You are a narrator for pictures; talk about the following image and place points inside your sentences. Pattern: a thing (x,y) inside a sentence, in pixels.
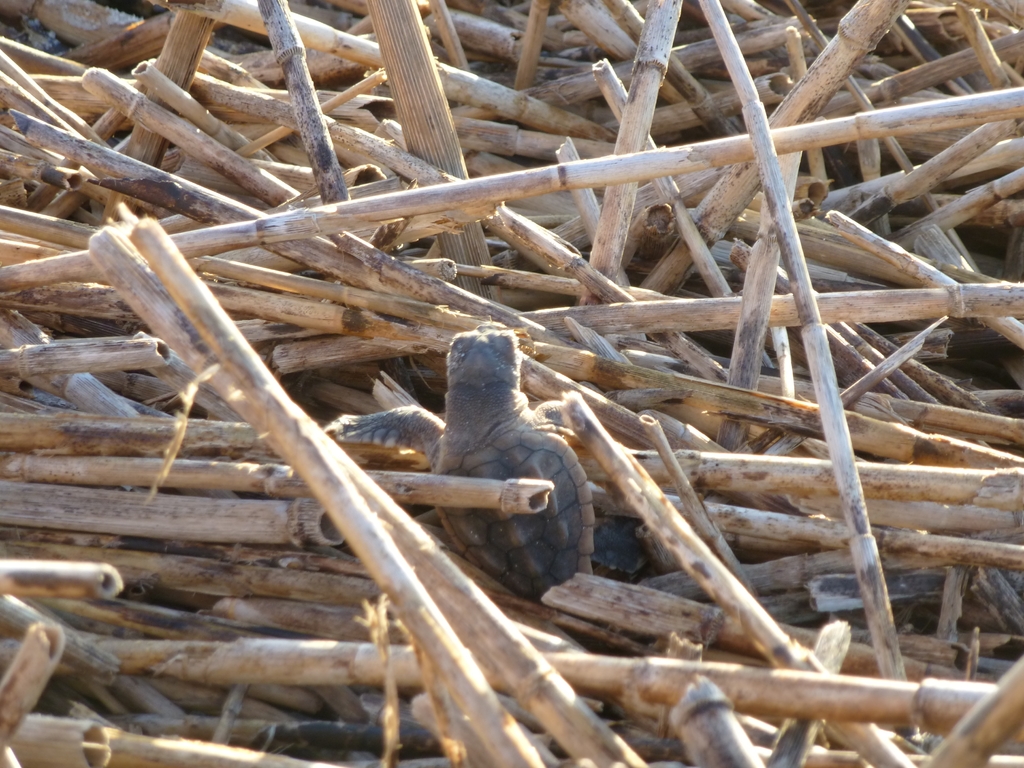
In the picture we can see a bunch of wooden sticks (947,541) on it we can see a turtle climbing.
